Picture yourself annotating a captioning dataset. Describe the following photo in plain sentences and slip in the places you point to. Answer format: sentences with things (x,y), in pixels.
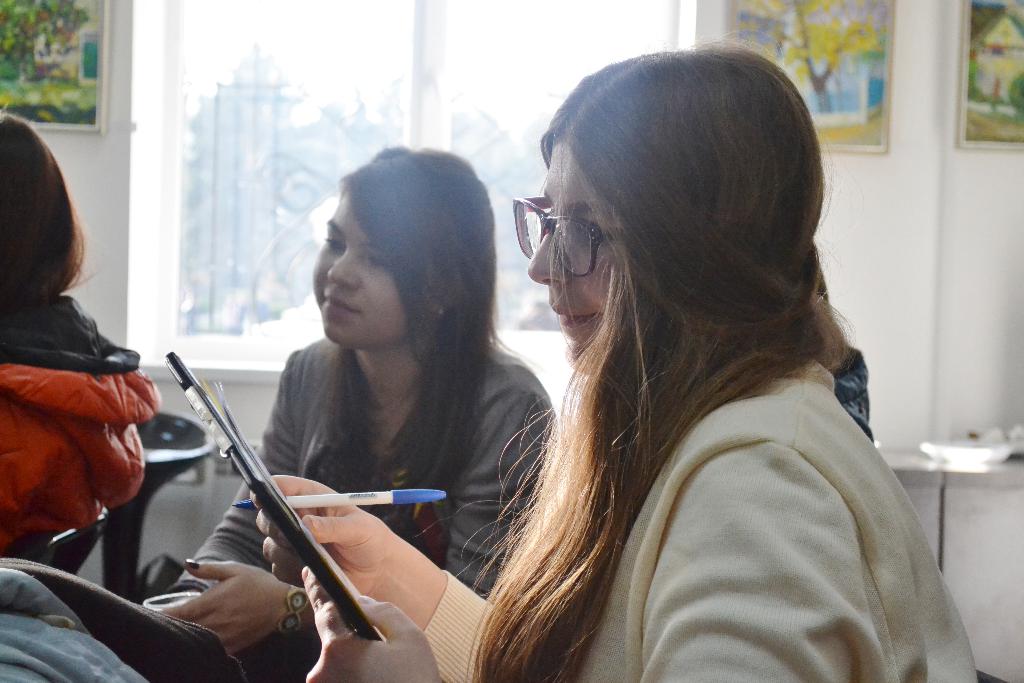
In this image I can see there are two persons (481,407) and on the right side (780,261) person (628,271) she holding a book (241,466) and pen (363,498) and she wearing a spectacle (557,234) and on the right side (891,104) I can see the wall (955,216) and a photo frame (1013,124) attached to the wall (922,212), in the middle (526,295) I can see the window (508,87) and on the left side (34,136) I can see a person (65,466) sitting on the chair (58,531) and I can see a wall (114,196) and a photo frame (60,106) attached to the wall (95,157) on the left side (44,84).
